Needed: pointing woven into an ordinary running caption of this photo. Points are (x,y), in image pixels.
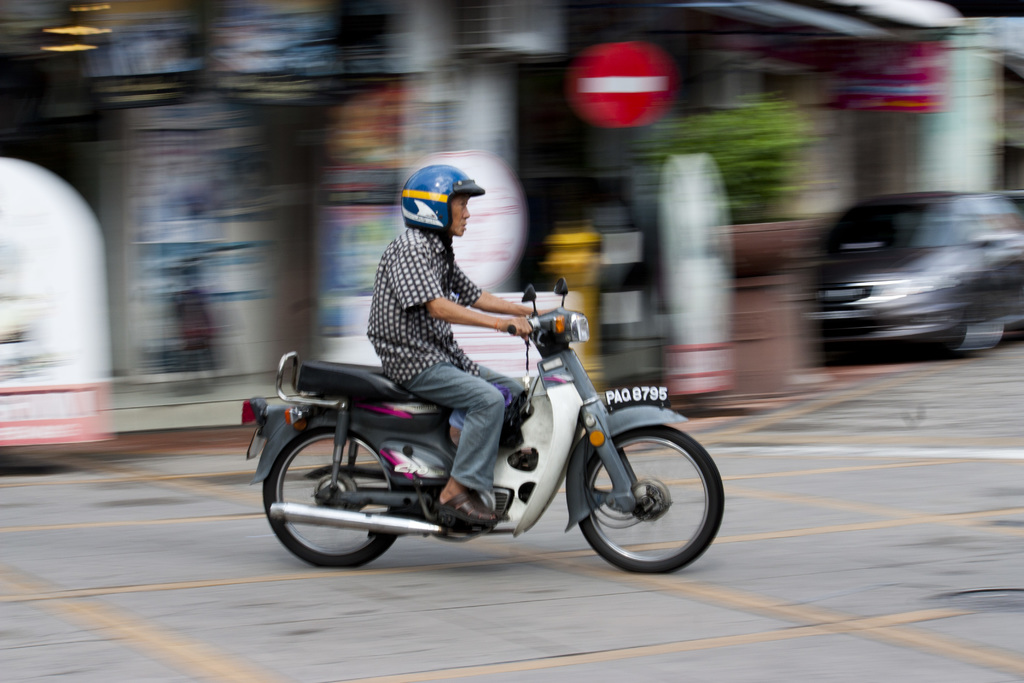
This is the man (425,269) wearing helmet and riding motorbike (591,470). This is the number plate (622,394), mirrors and tail light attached to the motor bike (614,507). Here is a car (895,272) parked. I think this is a plant (784,189). This is a banner (876,80) hanging. Background (822,79) looks blurry. This is the road (548,620).
